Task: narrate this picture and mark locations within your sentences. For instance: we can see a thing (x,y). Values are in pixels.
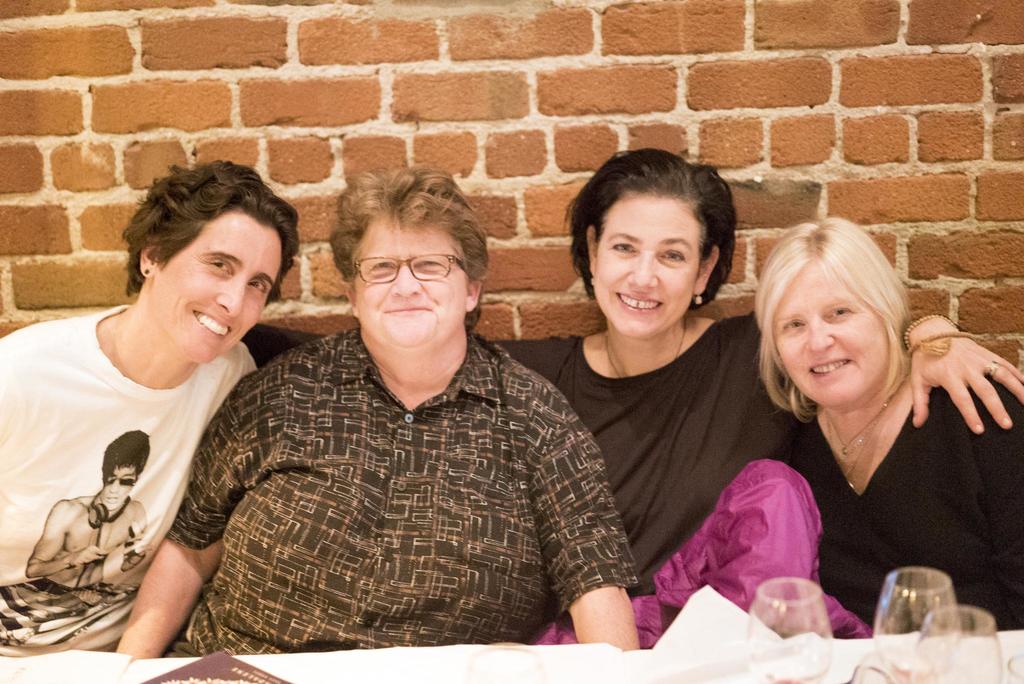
In this image four ladies (306,340) are sitting on chairs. They all are smiling. In front of them on a table (274,669), paper (706,642), glasses (937,614). In the background (177,119) there is wall (633,139).
